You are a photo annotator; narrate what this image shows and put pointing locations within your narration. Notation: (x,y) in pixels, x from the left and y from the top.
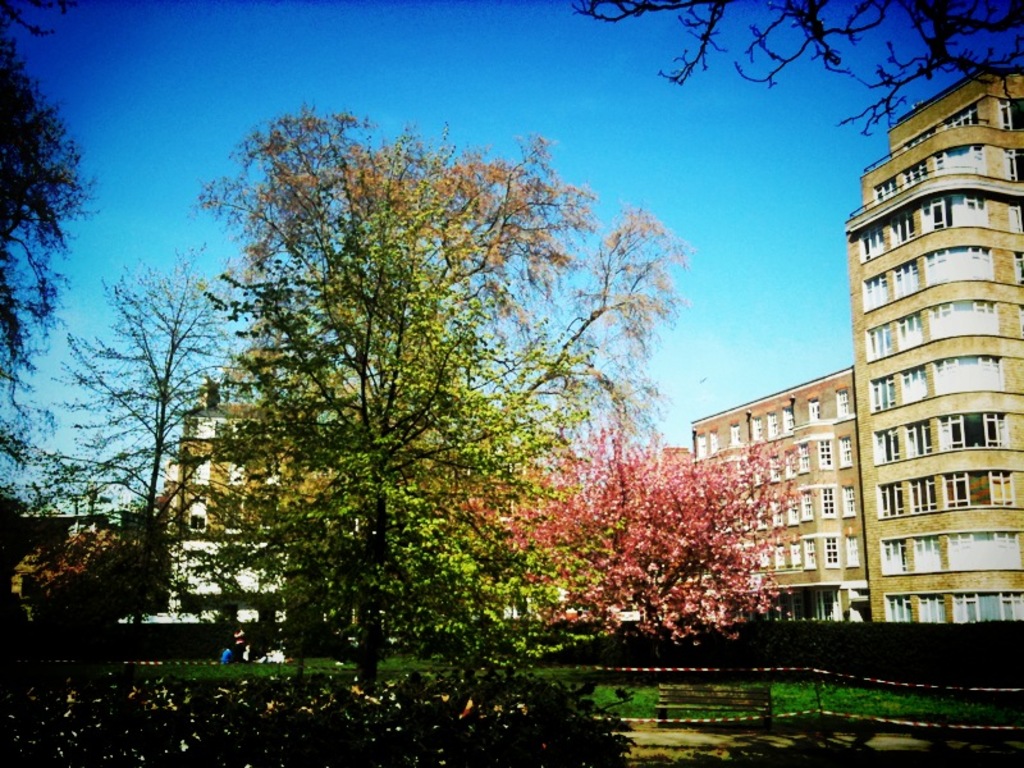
In the center of the image (651,468) there are trees (294,140). In the background of the image (720,437) there are buildings (895,453). At the bottom of the image (888,704) there is grass (839,692). There is bench (754,693).
